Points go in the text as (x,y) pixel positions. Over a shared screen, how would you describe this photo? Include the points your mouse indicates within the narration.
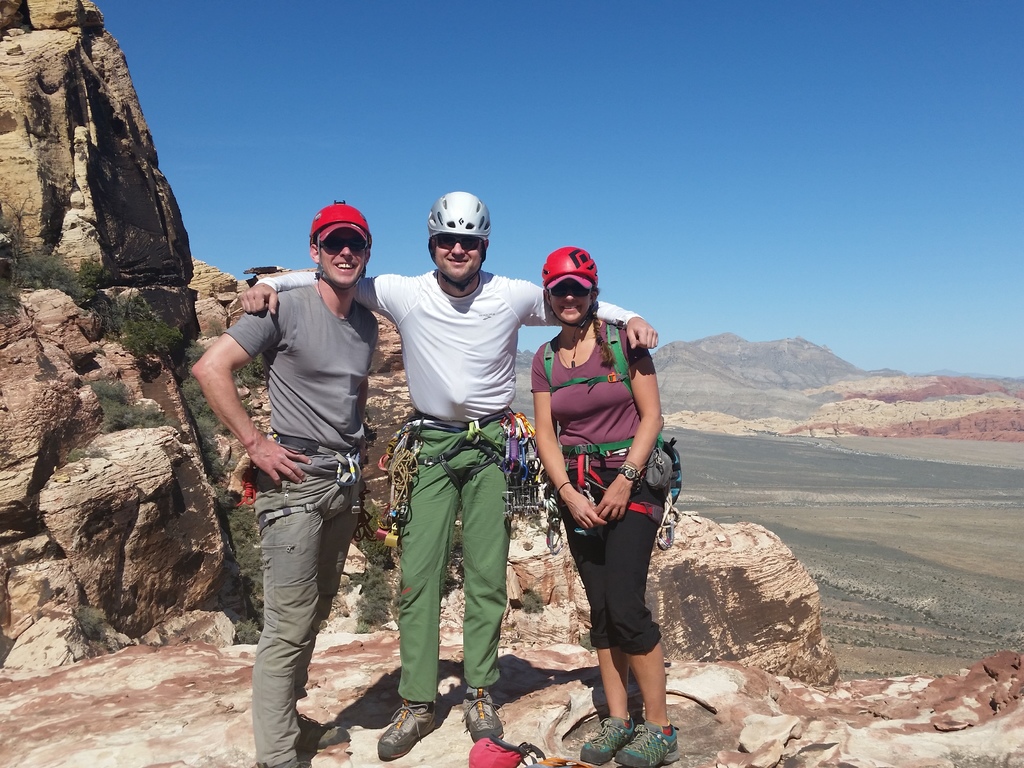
This picture is clicked outside. In the center (478,343) we can see the group of persons (478,343) wearing t-shirts (302,346) and standing on the rocks (221,692). In the background (859,354) we can see the rocks (217,306) and the sky (636,180) and a desert plain (735,473).
